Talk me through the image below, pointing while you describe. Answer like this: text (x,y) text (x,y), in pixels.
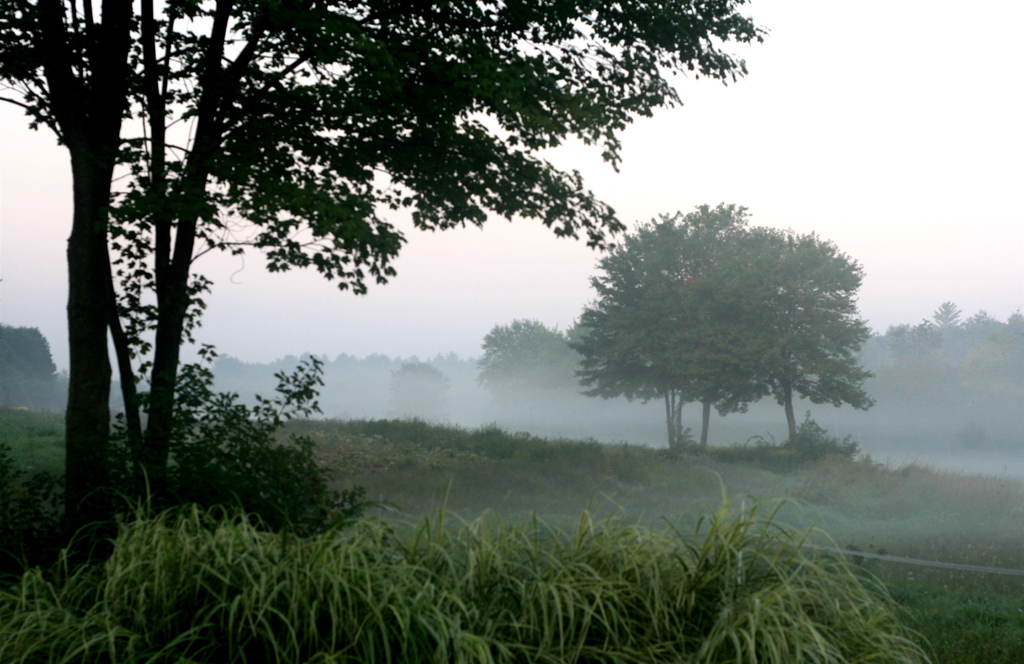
In the picture we can see a grassy plants (694,626) and the grass surface (928,638) near it, we can see some plants (246,475), trees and behind it, we can see some trees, plants (638,458) and fog (508,414) on it and in the background (319,327) we can see a sky (530,255).
